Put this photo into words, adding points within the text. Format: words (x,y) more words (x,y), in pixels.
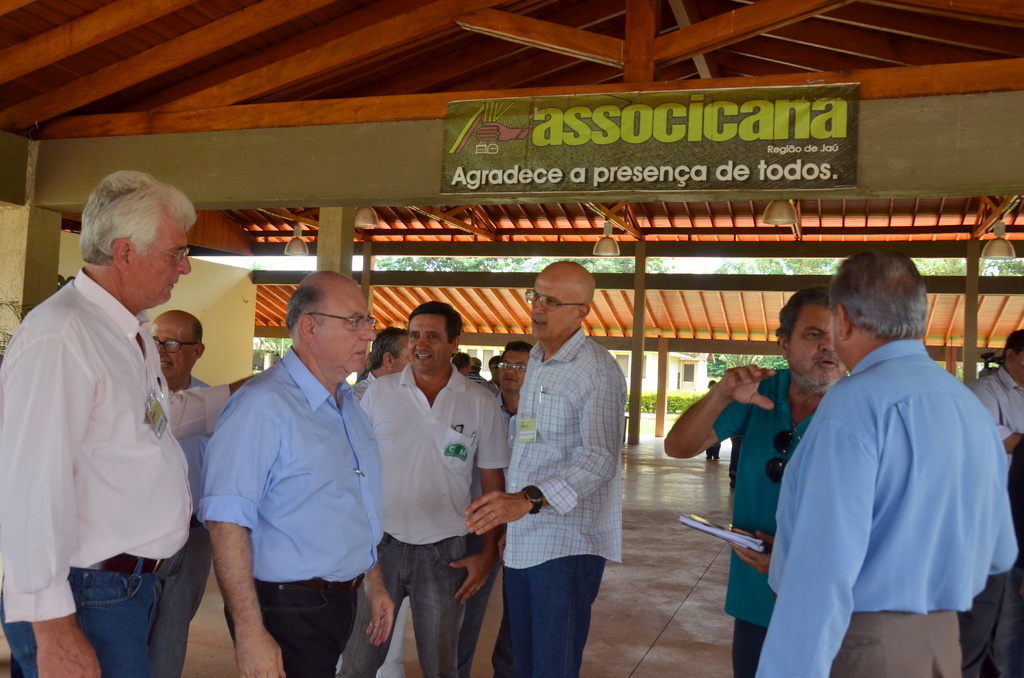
In this picture we can observe some people (361,378) standing and talking to each other. Most of them were wearing spectacles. We can observe a poster (565,167) fixed to the pillar (375,137) here. In the background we can observe a brown color shade (602,314) and trees (418,265).
